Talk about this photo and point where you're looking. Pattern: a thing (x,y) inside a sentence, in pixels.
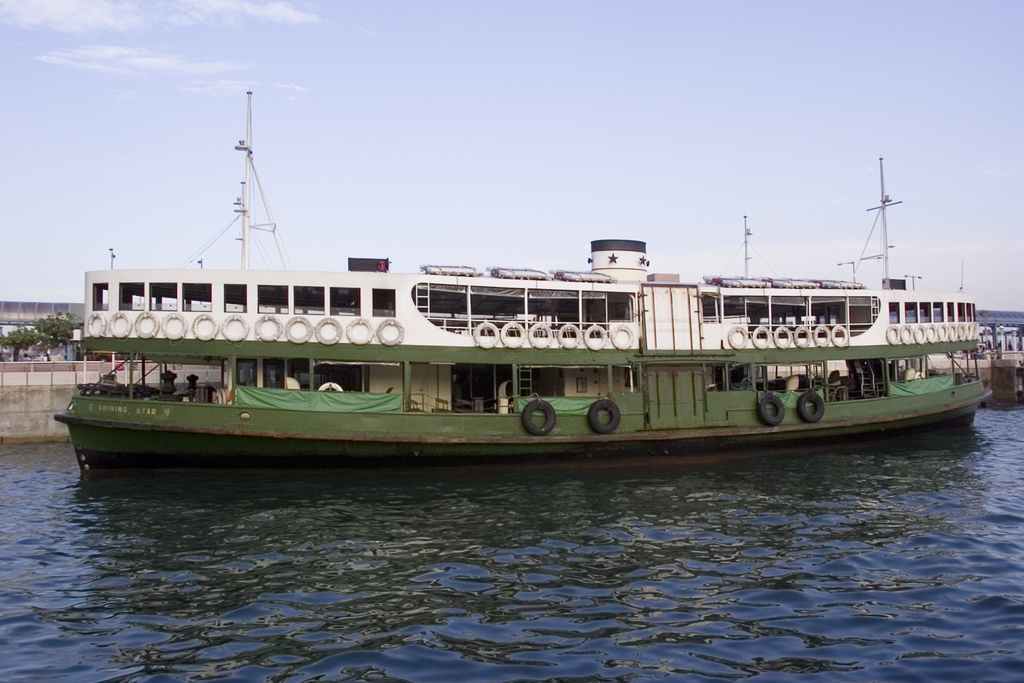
In this image there is a ship (607,377) in the water (681,505). At the top (496,131) there is the sky (527,95). In the background (35,391) there is a wall (48,370). Behind the wall (39,377) there are trees (47,327). We can see that there are tires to the ship (560,315).
